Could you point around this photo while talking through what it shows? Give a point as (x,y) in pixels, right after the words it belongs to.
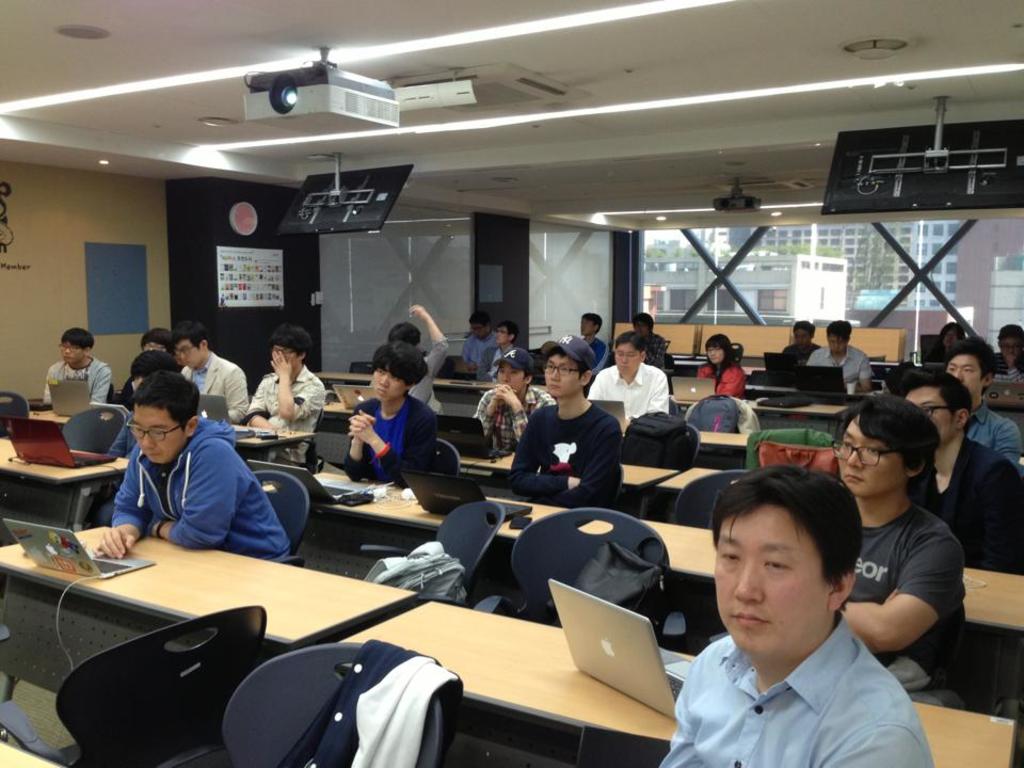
In this image I can see few people (790,504) are sitting on chairs (253,749). I can see few bags (636,558) and clothes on the chairs (583,534) and few laptop (606,640) on the tables (524,633). Back I can see few buildings (975,279), windows (882,241) and the wall (497,305).
